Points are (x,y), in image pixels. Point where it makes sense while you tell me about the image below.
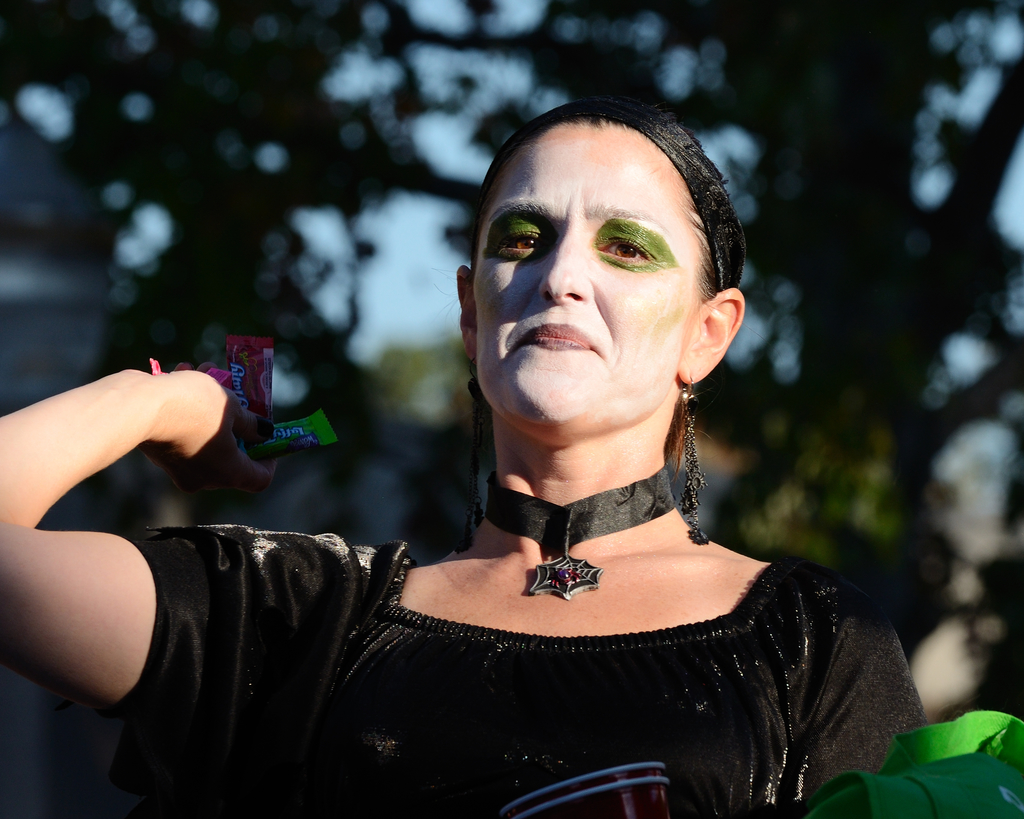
In this image we can see a woman (104,581) standing and holding the objects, in the background (945,36), we can see trees (196,328) and the sky (315,241).
